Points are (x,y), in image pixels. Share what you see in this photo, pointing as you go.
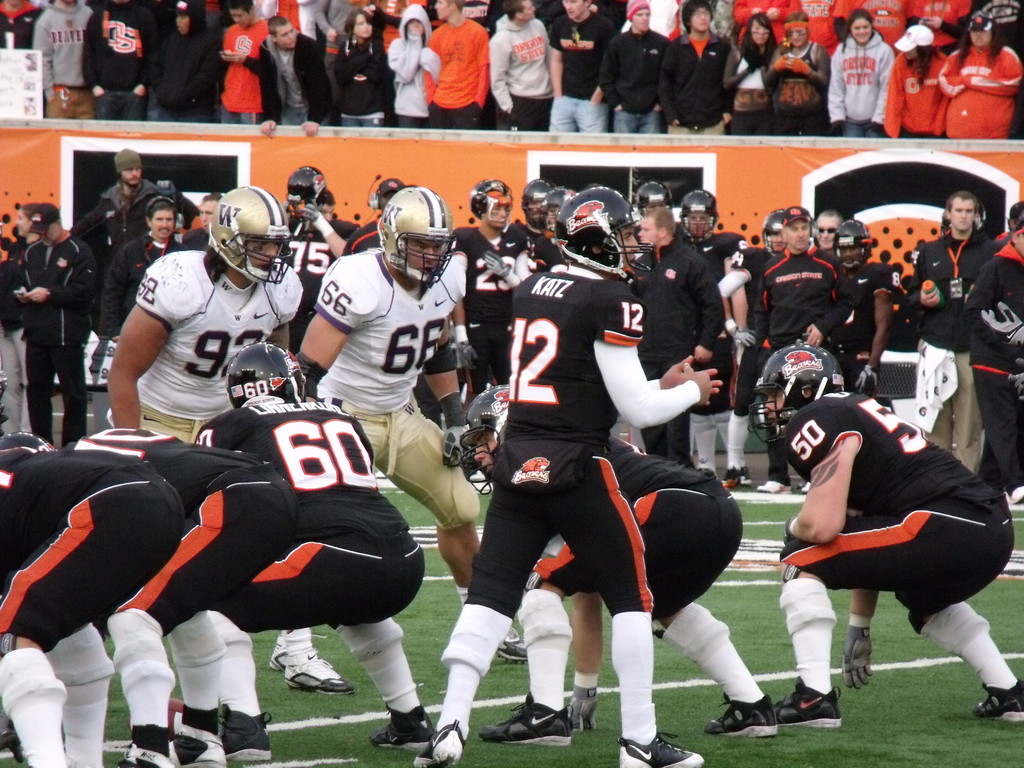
In this picture we can see some are playing matches on the ground (658,641), back side so many people (660,50) are watching the match.
